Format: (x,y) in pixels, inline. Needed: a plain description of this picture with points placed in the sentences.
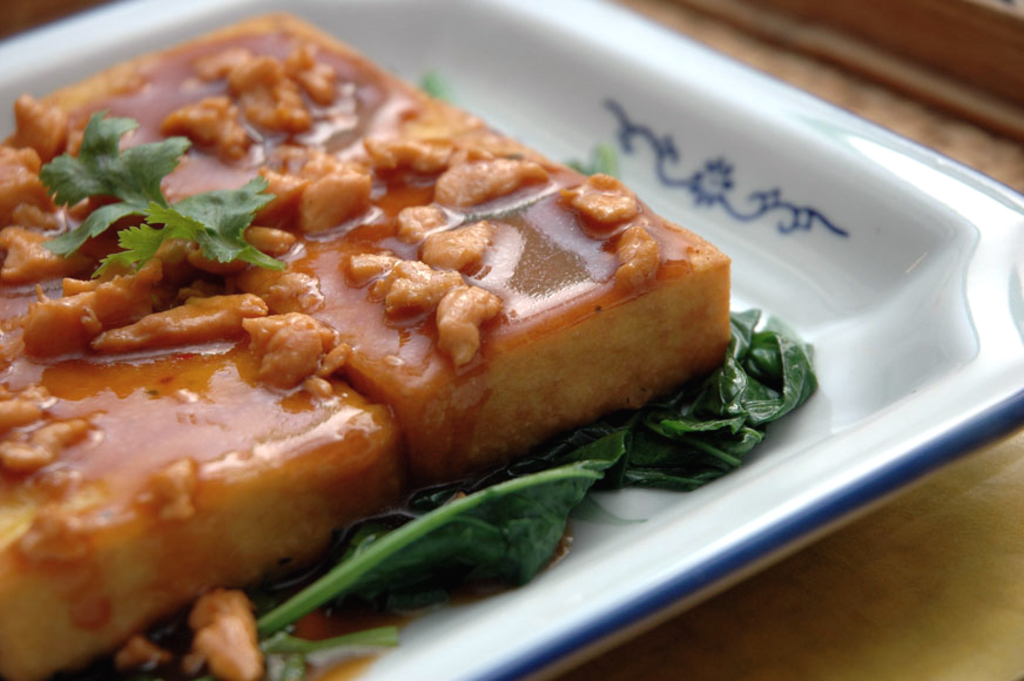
In this picture I can see a food item (658,258) on the plate (886,440), on an object (936,591).
